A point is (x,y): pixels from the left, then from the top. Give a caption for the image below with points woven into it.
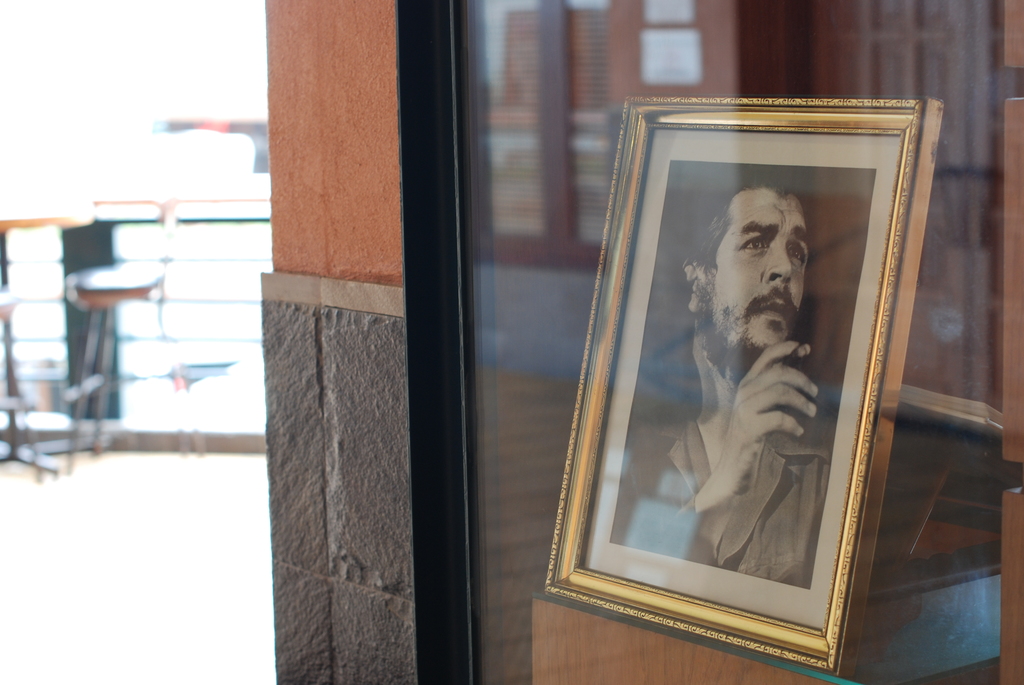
In this image I can see a photo frame (601,380) on the right side (833,255) and I can see this frame (693,238) contains picture (691,339) of a man (771,207). I can also see a glass wall (513,465) in the front of the photo frame (867,291) and on the left side of this image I can see few stools (103,286), a table (18,220) and railing (240,201).
